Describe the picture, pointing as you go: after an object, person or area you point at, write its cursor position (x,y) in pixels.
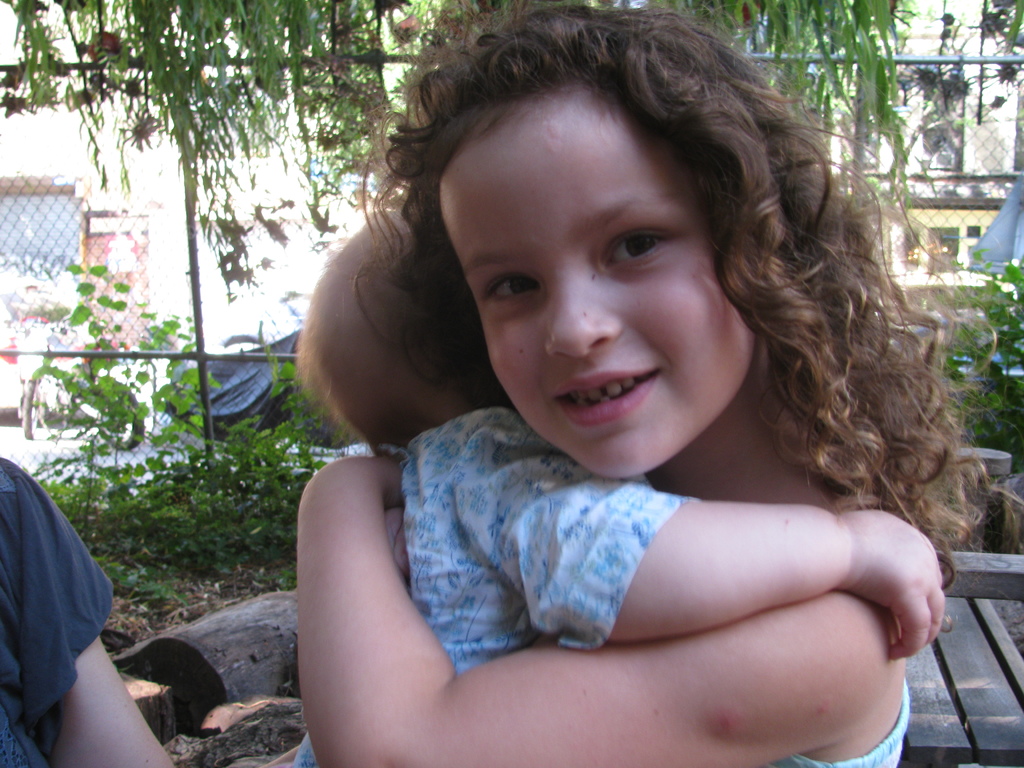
In this picture we can observe a girl (315,667) holding a kid (471,516), wearing a blue color dress (503,501) in her hands (340,691). On the left side (33,605) there is another person (38,627). The girl (381,602) is smiling. In the background (229,514) we can observe some plants (165,483) and trees (279,232) along with a fence (150,273) here. There are buildings (106,221) in the background (125,241).
